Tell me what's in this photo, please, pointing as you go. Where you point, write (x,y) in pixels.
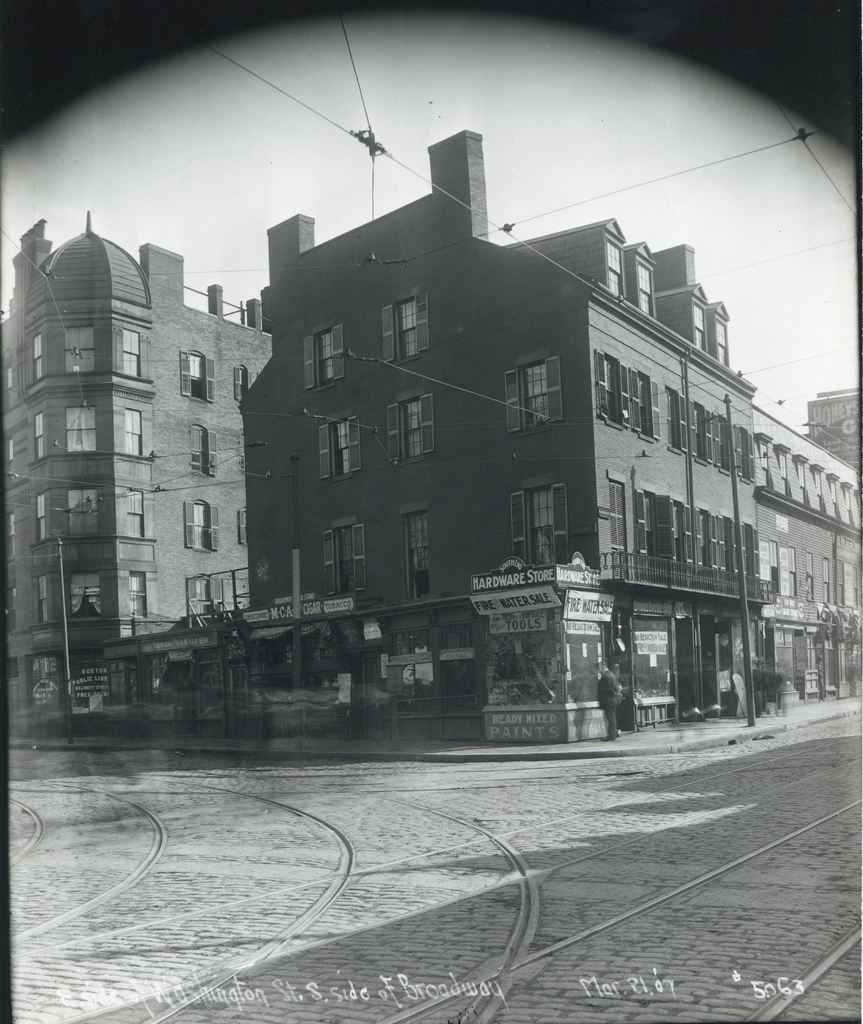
In the foreground of the picture (400,778) I can see the railway tracks (220,986). In the background (169,632), I can see the buildings (302,556) and glass windows (749,471). I can see the electric wires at the top of the image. I can see the poles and retail stores (502,731) on the side of the road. This is looking like a hoarding board (843,436) on the right side (847,421).
